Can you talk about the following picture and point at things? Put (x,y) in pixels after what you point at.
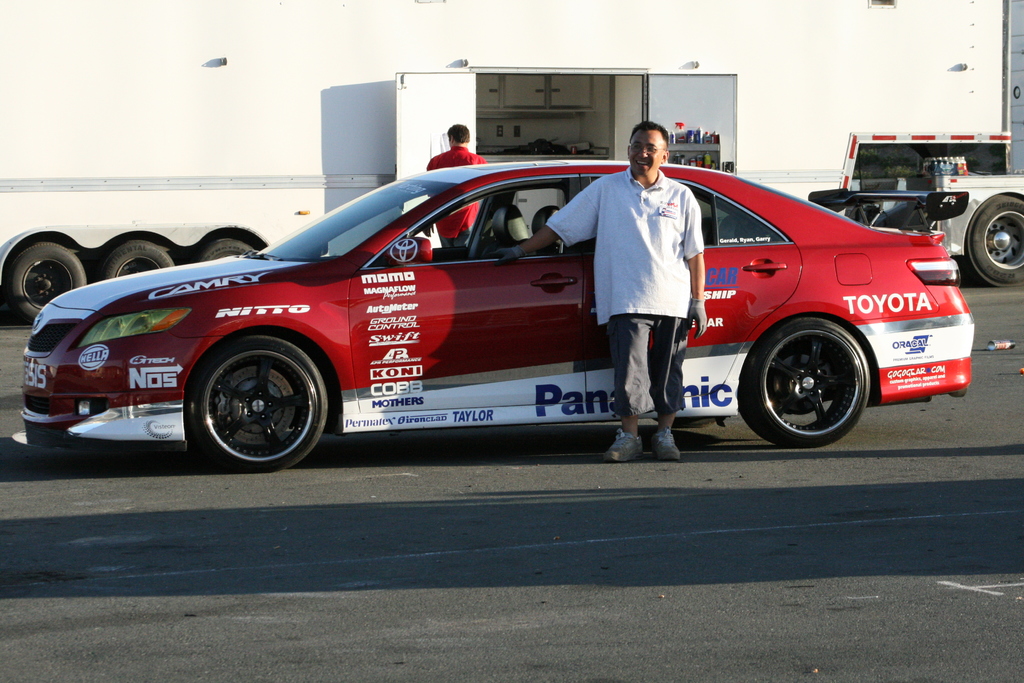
In this image we can see this person (624,245) wearing white T-shirt (645,251), spectacles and shoes (667,444) is standing near the red color car (890,283) which is parked on the road (646,520). In the background (130,190), we can see another person (455,161) standing near the vehicle (268,76) and here we can see the bottles (673,141) are kept.
